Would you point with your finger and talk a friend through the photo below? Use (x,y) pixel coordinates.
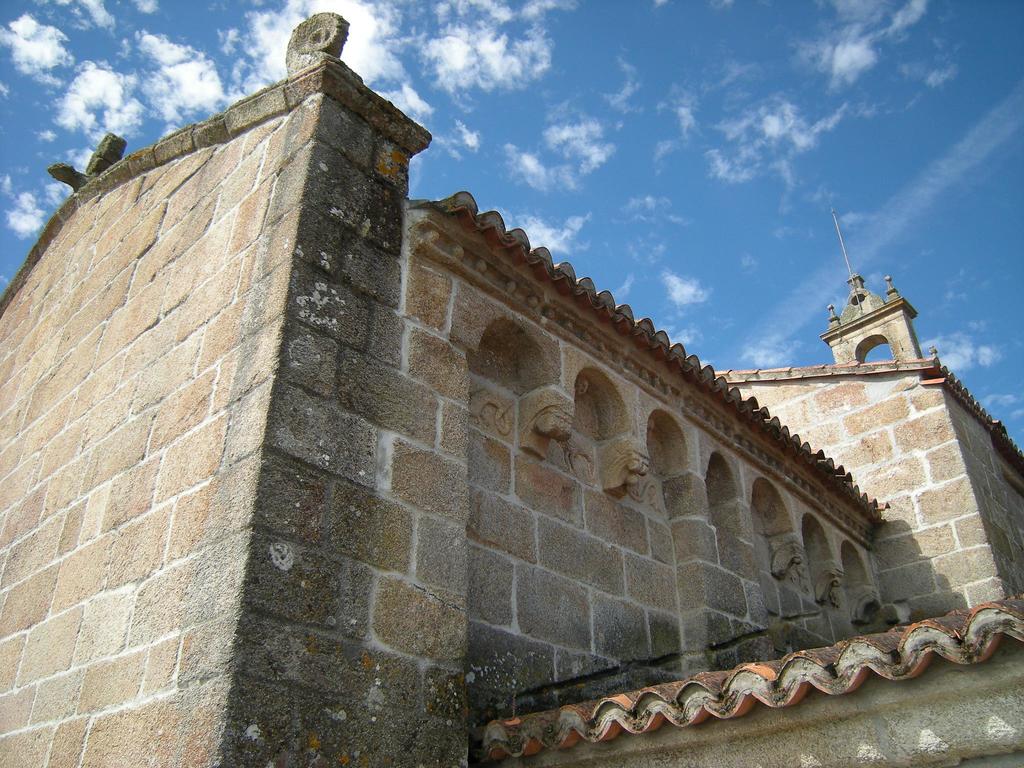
In this image in the center (485,496) there is a fort (705,550) and the sky (565,186) is cloudy.
